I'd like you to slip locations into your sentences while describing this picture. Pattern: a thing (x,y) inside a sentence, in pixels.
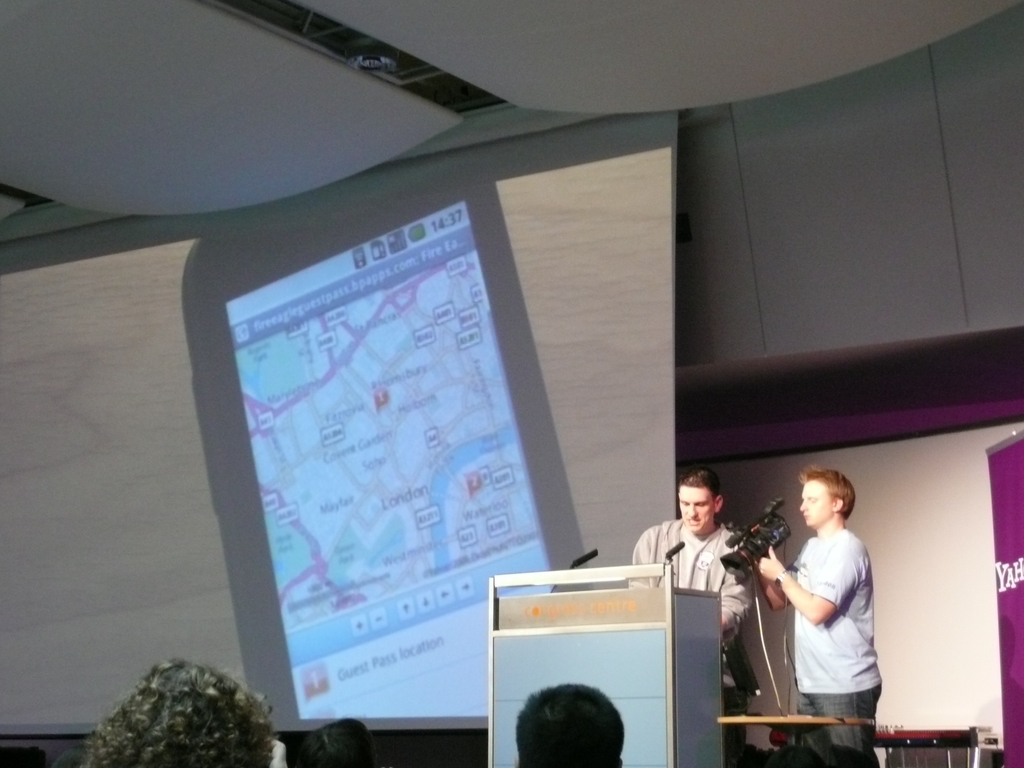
In this image we can see two people (658,552) standing near a podium (664,710). In the background of the image (770,300) there is wall (783,316). There is a screen (354,344). At the top of the image (855,50) there is ceiling (780,27). At the bottom of the image (267,709) there are people (146,707).
